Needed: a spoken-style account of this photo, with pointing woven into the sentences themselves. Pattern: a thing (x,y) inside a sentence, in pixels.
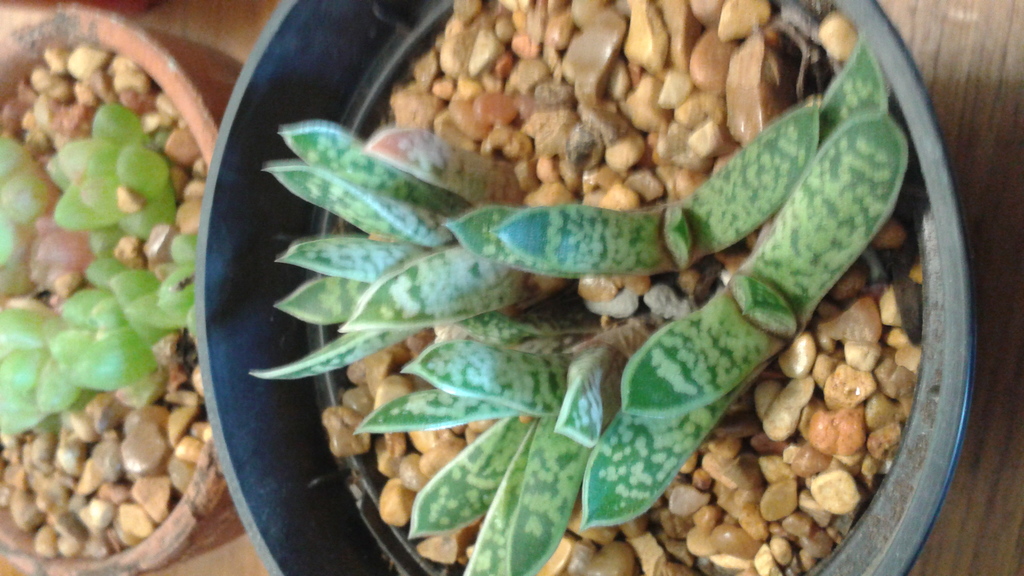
In this image, I can see two flower pots (961,247), in which I can see houseplants (469,332) and stones (400,395) kept on the floor (981,268). This image taken, maybe in a day.
